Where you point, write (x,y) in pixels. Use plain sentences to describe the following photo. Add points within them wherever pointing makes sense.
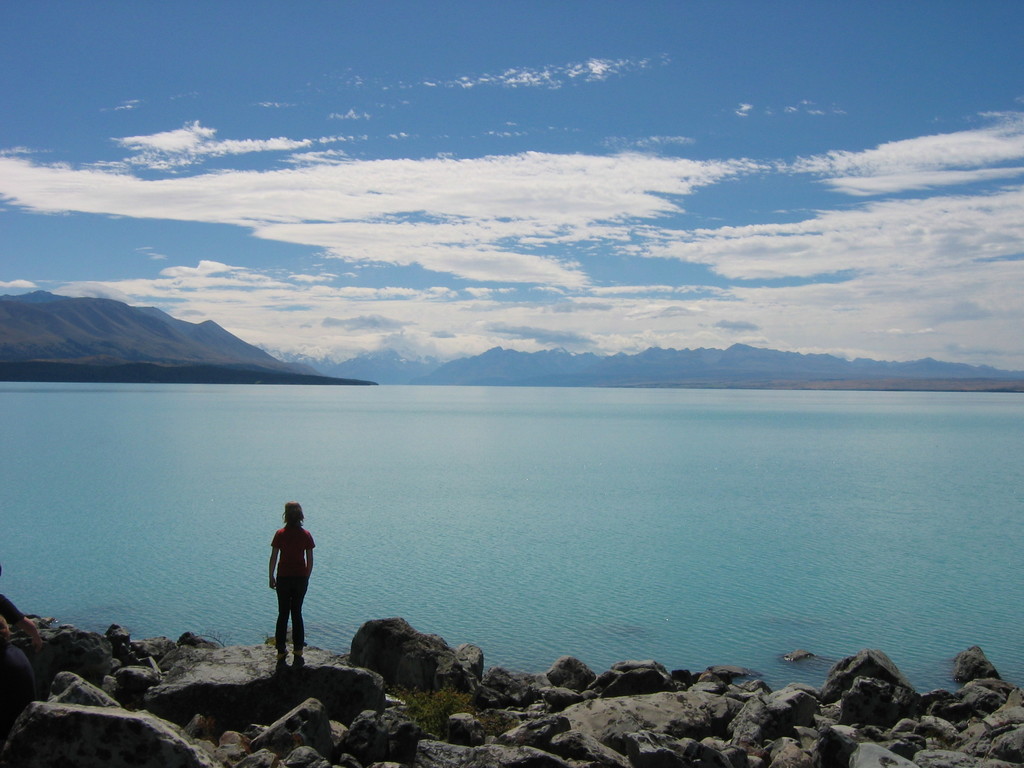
In this image in front (229,687) there is a person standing on the rock (246,694). In front of him there is water (372,461). In the background of the image (221,336) there are mountains (157,328) and sky (426,179).
